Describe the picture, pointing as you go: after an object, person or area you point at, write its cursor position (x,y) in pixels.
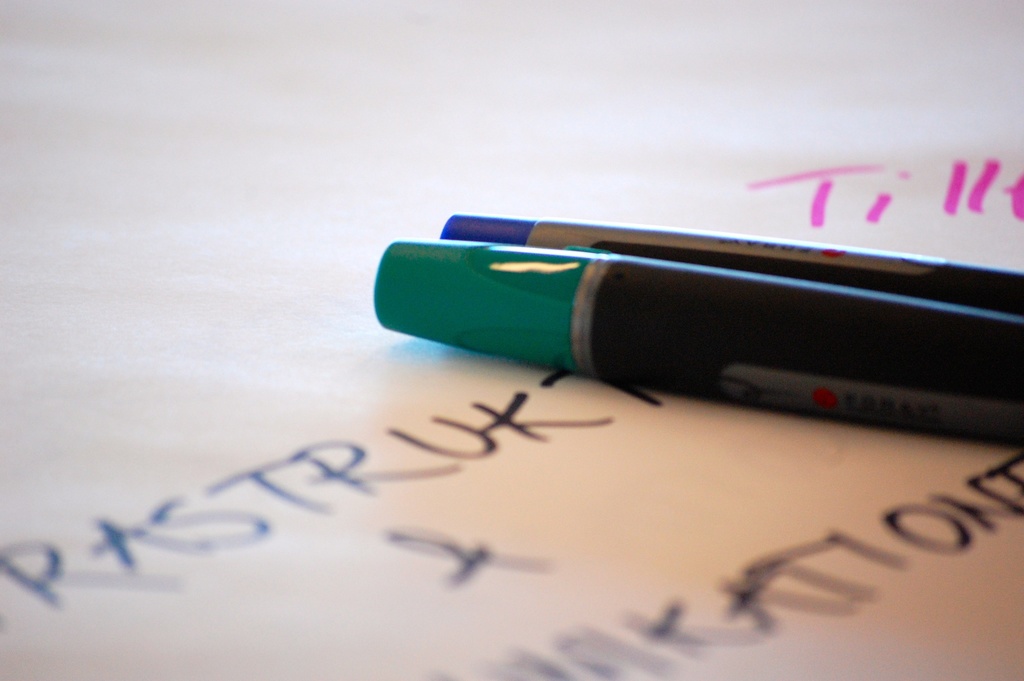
In this picture I can see there are two pens (734,342) and there is a paper (505,433) and there is a written on the paper (545,591).
